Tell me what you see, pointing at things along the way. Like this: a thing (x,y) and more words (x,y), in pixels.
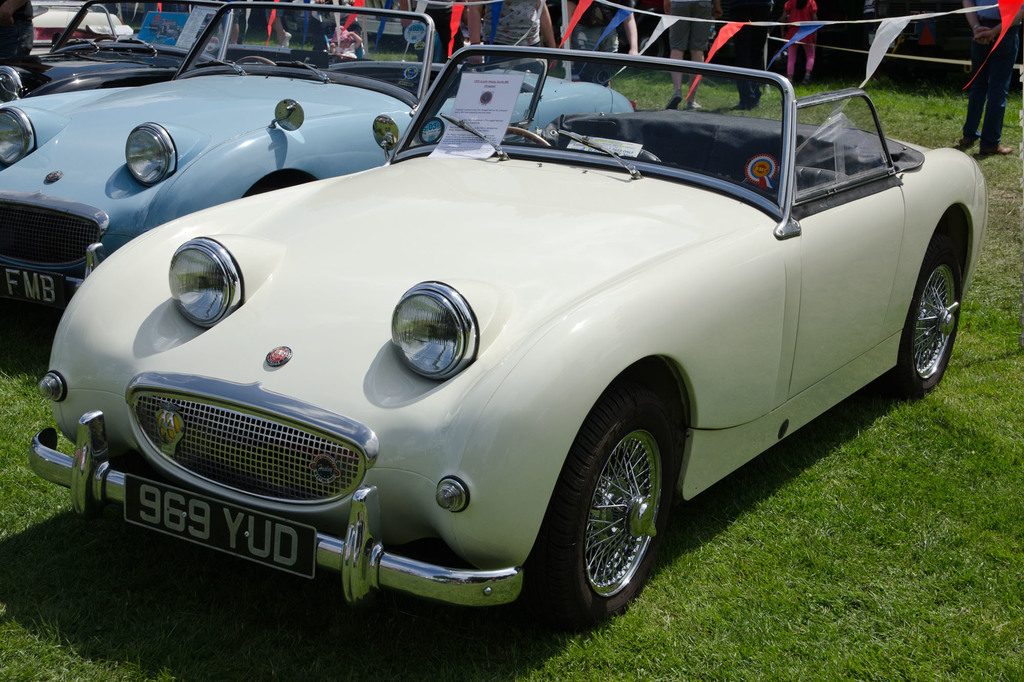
This picture describe about the old classic white Austin-Healey Sprite car (309,289) parked on the grass lawn (550,639). Beside we can see another blue color car (235,186). Behind we can see colorful ribbon decoration (884,20). In the background (747,30) we can see group of people (584,37) standing.
